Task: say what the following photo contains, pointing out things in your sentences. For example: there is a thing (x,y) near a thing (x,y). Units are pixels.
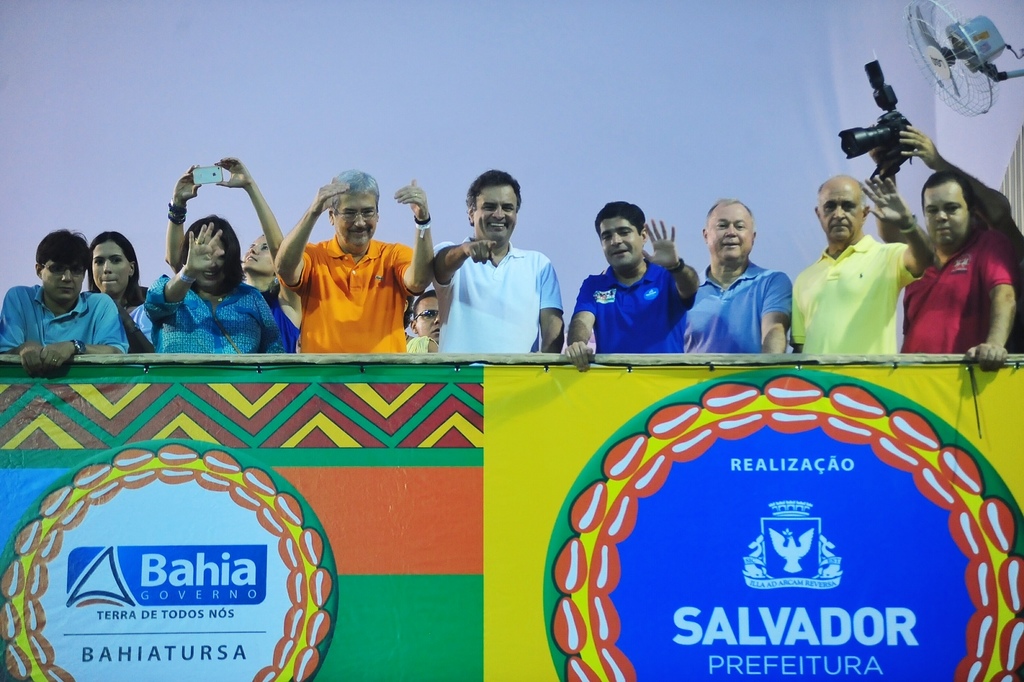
In this picture I can see many people (469,272) who are standing behind this banner (646,375). On the left (241,166) there is a woman (186,183) who is holding a mobile phone (197,175). On the right (981,199) there is a man (1010,248) who is holding the camera (885,136). Beside him I can see the fan (974,22) which is placed on the wall (1011,103).
